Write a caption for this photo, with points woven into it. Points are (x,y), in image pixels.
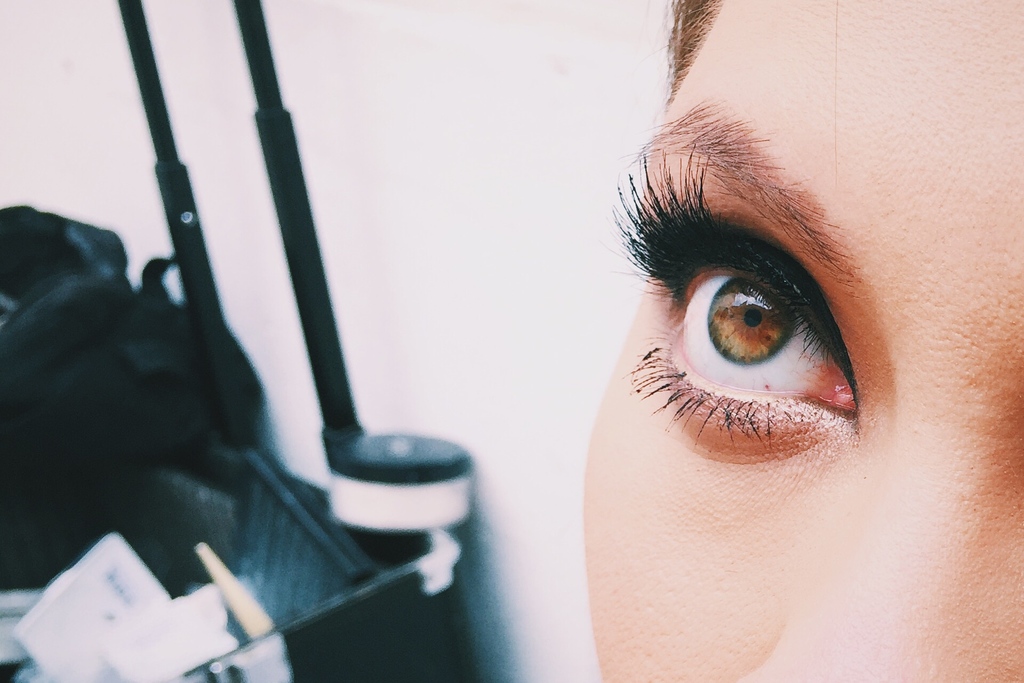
In the foreground of this image (792,494), on the right (873,391), there is an eye (672,364), forehead (919,41) and cheek (668,551) of a person (649,512). In the background (453,128), there is a wall (436,245) and few black objects (212,463).
